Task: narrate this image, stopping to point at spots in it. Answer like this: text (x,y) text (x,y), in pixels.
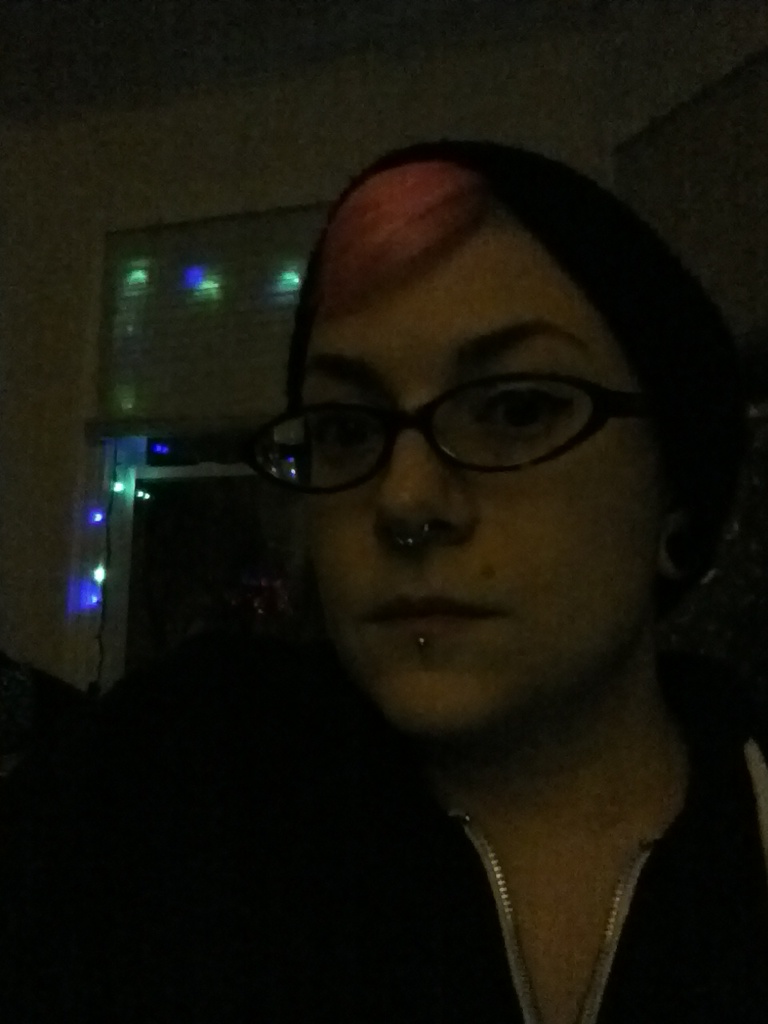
In the center of the image (423,423), we can see a person (433,555) wearing glasses (339,406) and in the background (147,312), there are lights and there is a wall (503,91).
